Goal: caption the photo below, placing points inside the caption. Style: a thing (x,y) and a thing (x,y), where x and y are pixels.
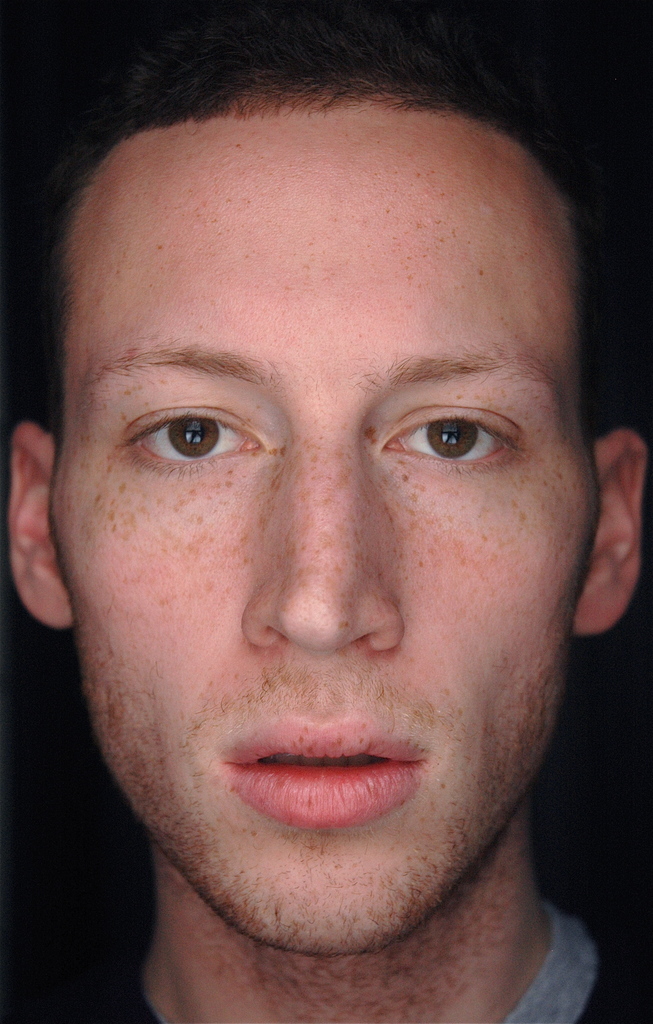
In this image I can see a person (370,762). This image is taken may be in a room (639,594).
